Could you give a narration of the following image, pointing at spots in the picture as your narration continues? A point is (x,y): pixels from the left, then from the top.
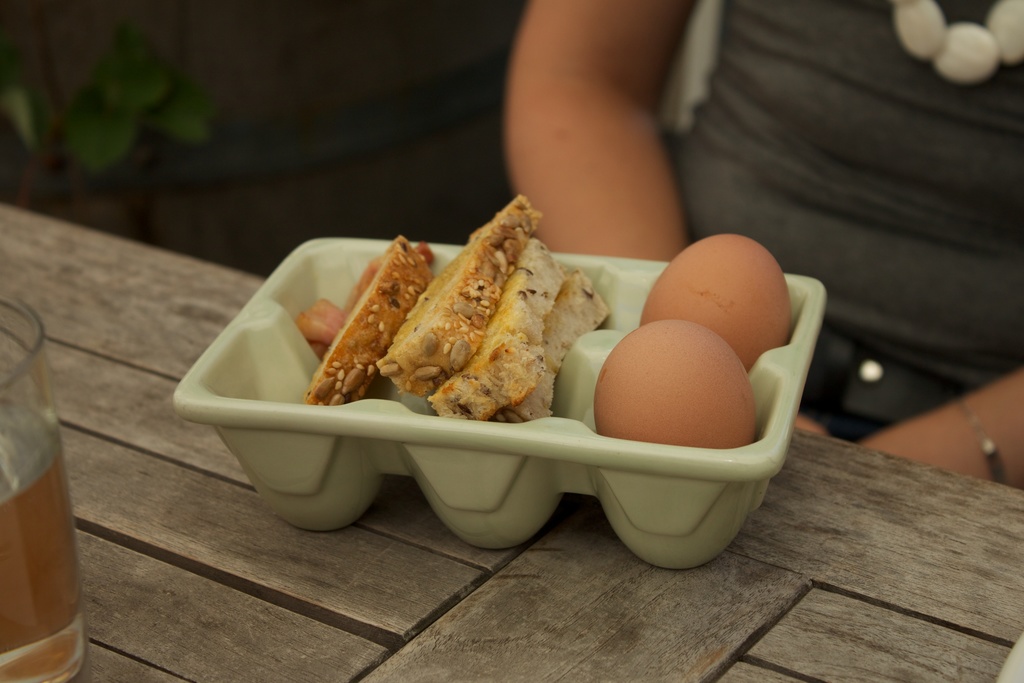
In this image I can see few food items (482,391) in the tray (684,470) and the food items (524,367) are in white and brown color and I can see the tray (671,529) and the glass (42,440) on the brown color surface (672,590). In the background (828,65) I can see the person (1017,311) sitting.
